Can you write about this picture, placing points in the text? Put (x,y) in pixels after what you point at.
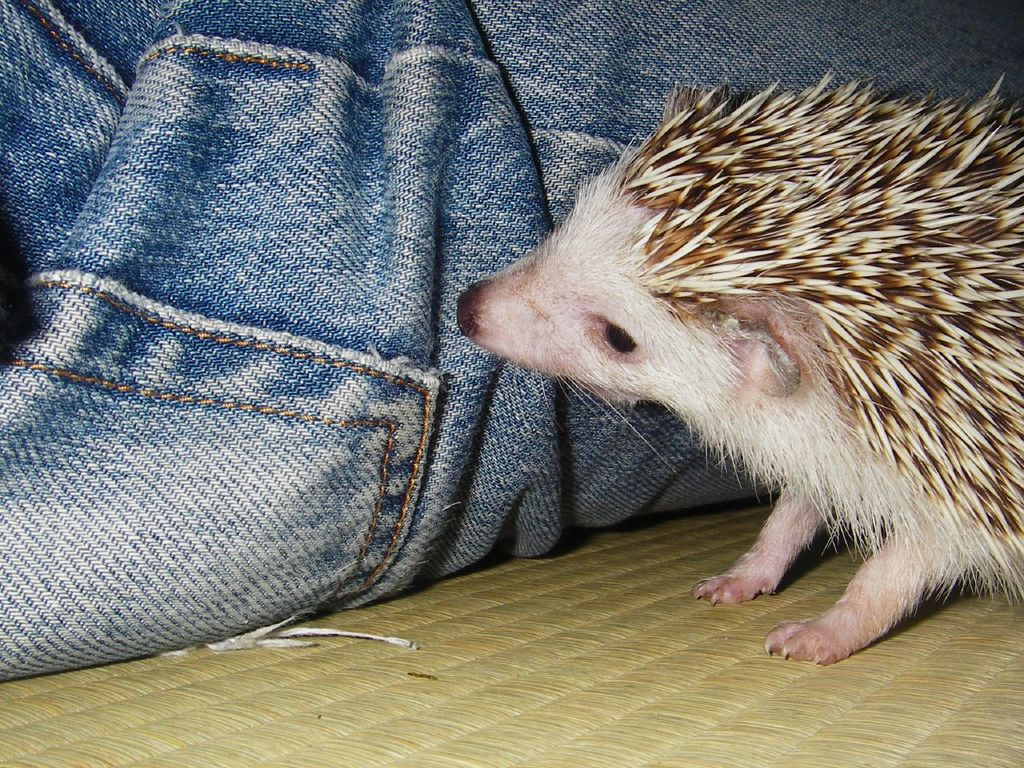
In this picture we can see an animal (1023,271) and jeans cloth (227,386).
